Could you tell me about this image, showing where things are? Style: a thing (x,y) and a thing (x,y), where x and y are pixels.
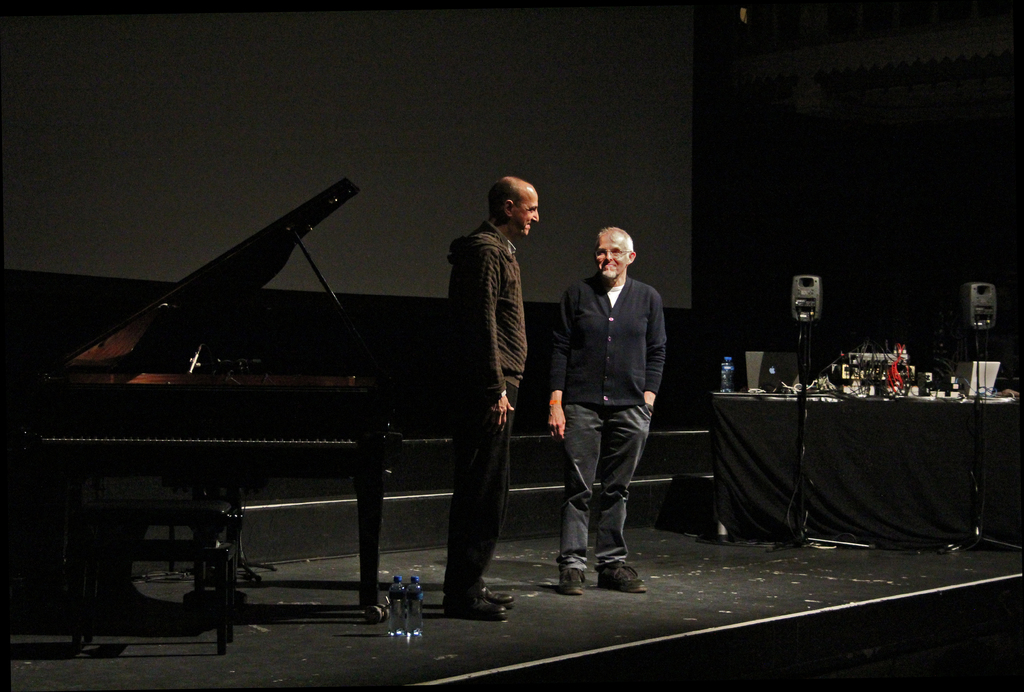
Two men (507,210) are standing on a stage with a piano (363,437) beside them.
